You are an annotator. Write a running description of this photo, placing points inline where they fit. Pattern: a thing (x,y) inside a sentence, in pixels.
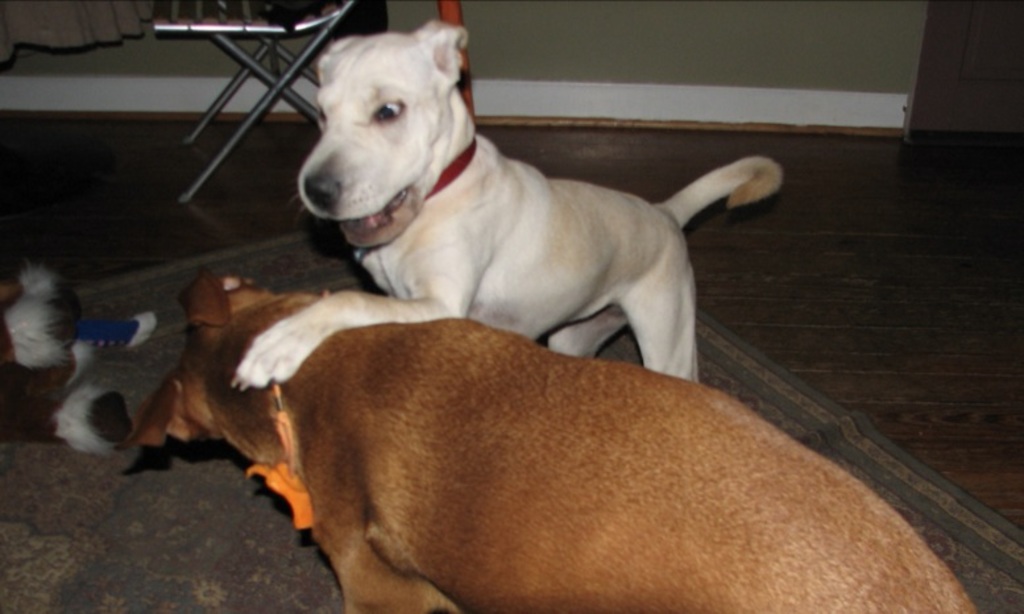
In this picture, we see a white dog (415,228) and a brown dog (386,469). We see the white dog (427,157) is trying to put its leg (351,318) on the brown dog (373,359). On the left side (112,428), we see the stuffed toy (20,437) or a dog (91,441). In the background (273,93), we see a chair (253,60). Behind that, we see a grey curtain (137,5) and a wall (672,54) in white and grey color. In the right top (1007,114), we see a door (1007,68) in grey color. At the bottom (992,440), we see the wooden floor (934,391) and a carpet (222,508).
